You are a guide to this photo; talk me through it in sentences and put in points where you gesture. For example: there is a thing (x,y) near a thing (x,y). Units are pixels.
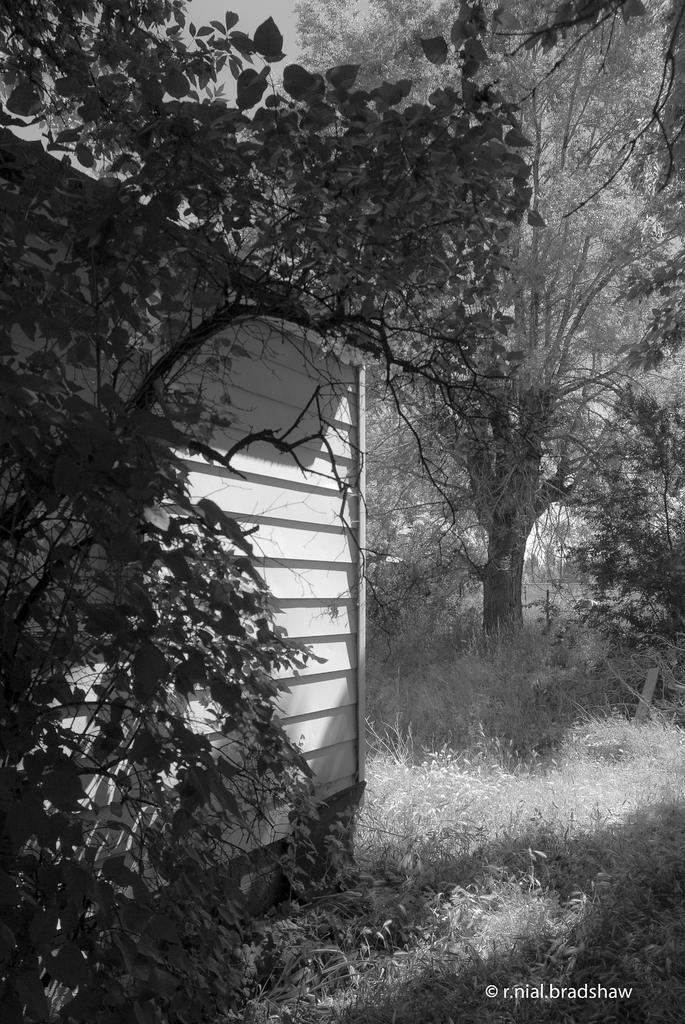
This is a black and white picture. In this picture we can see some grass (364,826) on the ground (374,987). We can see a watermark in the bottom right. There is a house (81,824) and a plant (144,887) on the left side (97,846). We can see a few trees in the background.
